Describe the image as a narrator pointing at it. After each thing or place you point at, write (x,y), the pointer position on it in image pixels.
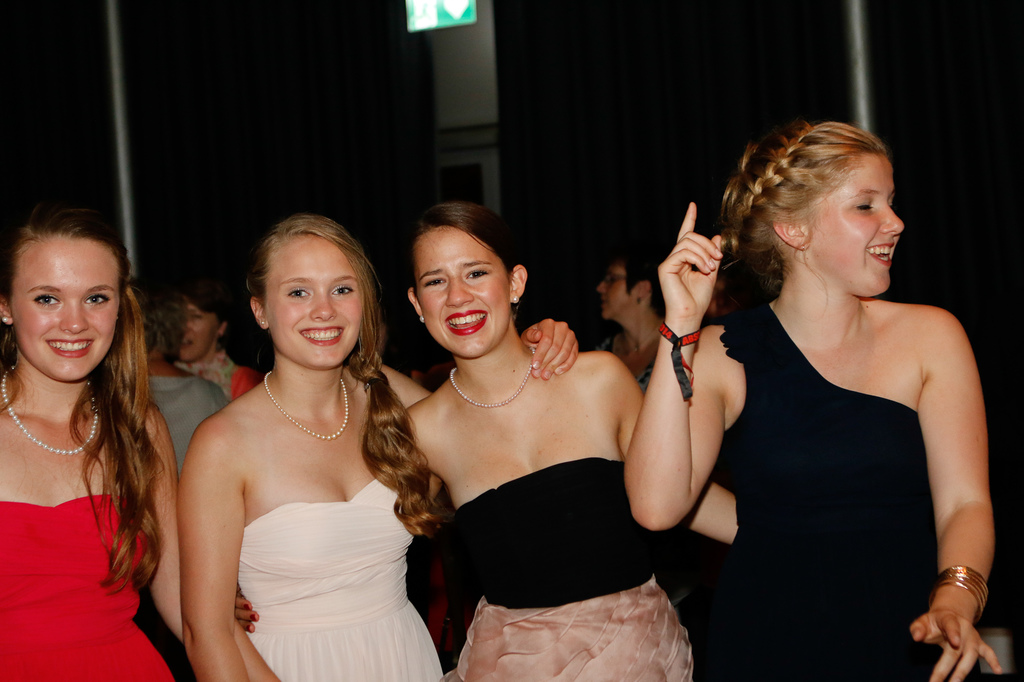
In the image there are few girls (645,476) standing and all people (56,426) are smiling, behind them its all dark.
